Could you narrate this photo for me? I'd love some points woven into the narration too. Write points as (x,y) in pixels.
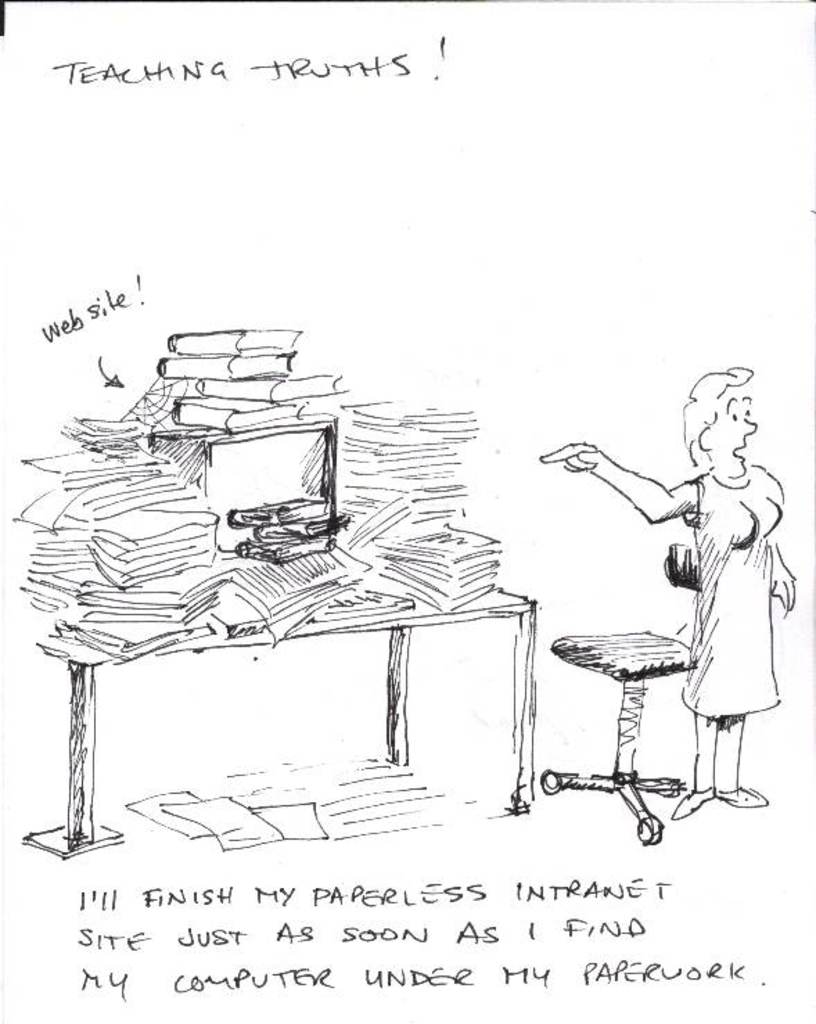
This looks like an art. It consists of a table (404,624), computer (305,489), papers (193,518), books (272,538), a stool (626,766) and a person (720,674). There is something written under that.
